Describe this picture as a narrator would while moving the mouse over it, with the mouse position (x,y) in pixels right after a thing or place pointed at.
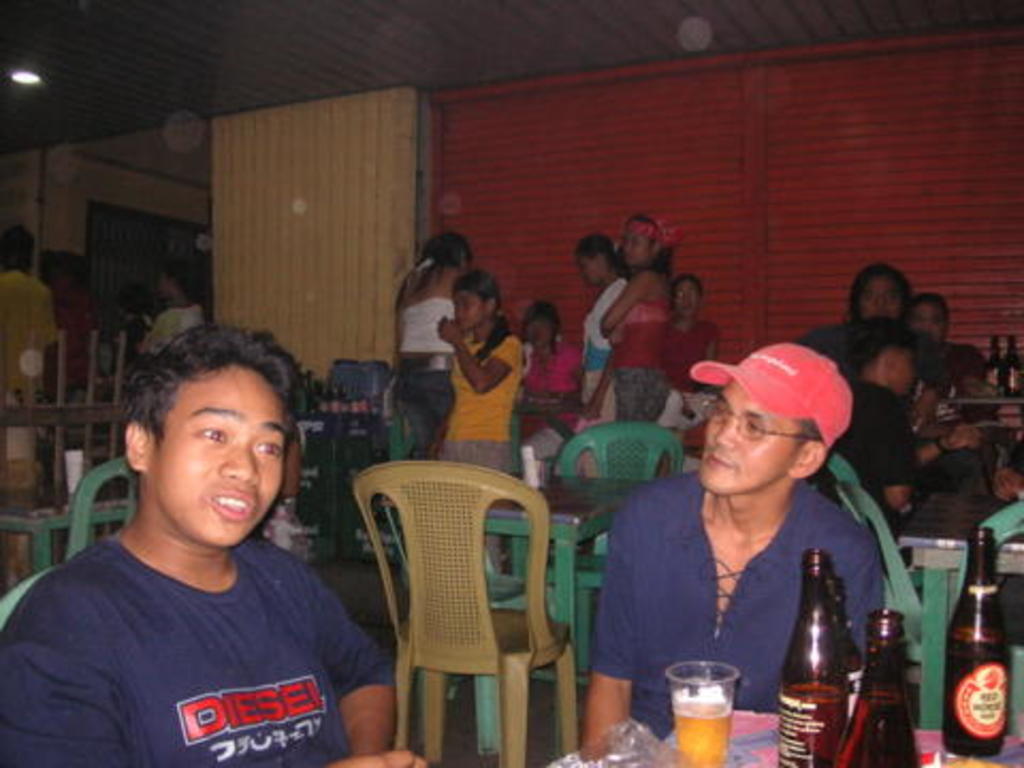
In this image, so many peoples (177,496) are there. Few are sat on the chairs (896,541) and few are standing here and here. We can see cream color wall (340,212) and red color wall (703,179). Roof (267,57), we can see brown color. There is a light (29,79) on the left corner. And few items (824,659) are placed on the table (752,760) at the bottom (760,760).
